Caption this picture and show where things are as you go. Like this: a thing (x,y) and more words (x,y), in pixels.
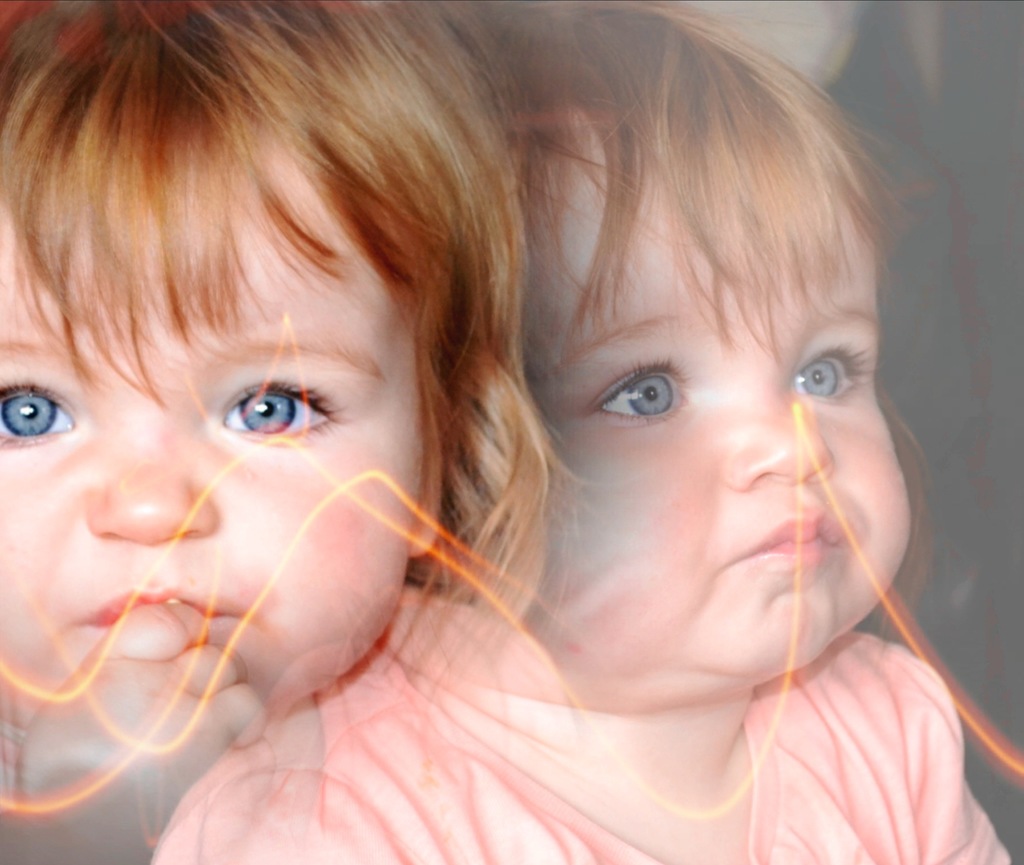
In the image we can see there is a picture of a child (251,358) and she is putting finger (160,622) on her lip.
